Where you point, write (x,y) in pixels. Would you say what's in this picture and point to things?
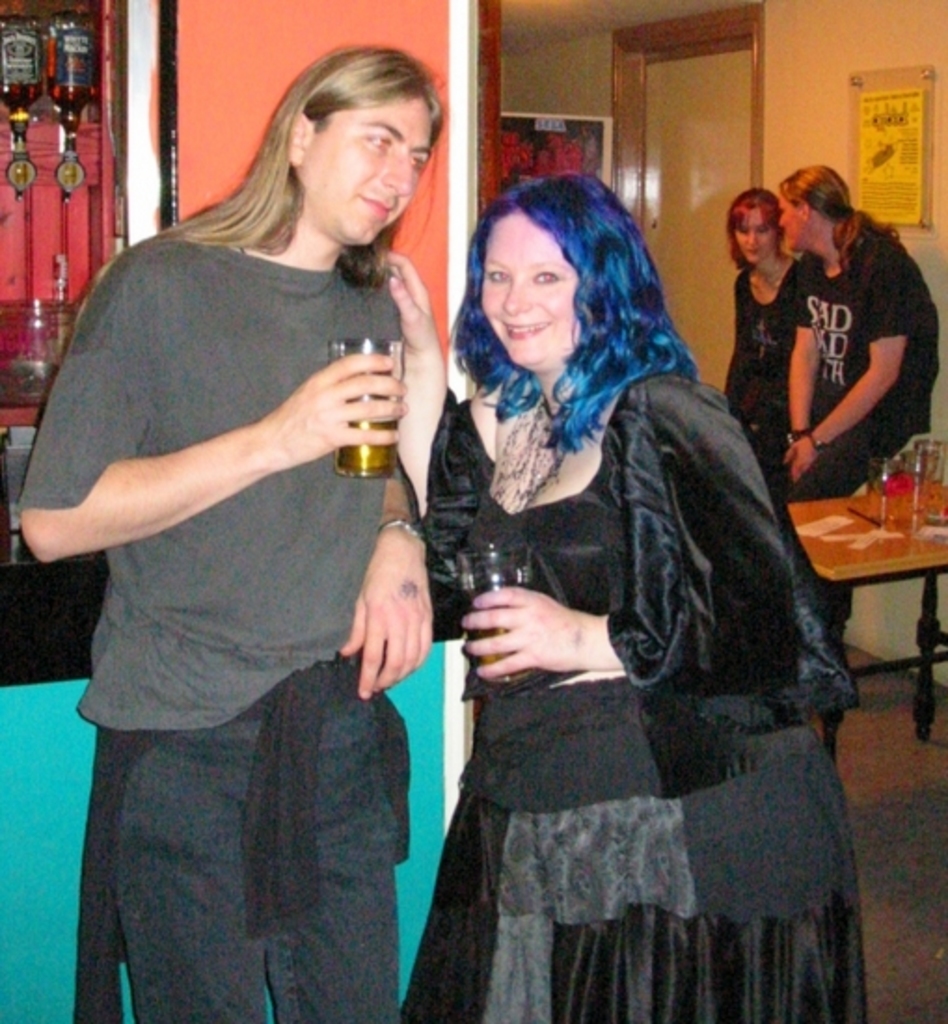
In the center of the image (362,359) we can see two people (535,372) are standing and holding the glasses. In the background of the image (236,28) we can see the wall (255,52), door (613,125), boards (913,231) on the wall (942,270), bottles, table (872,556) and two people (868,269) are standing. On the table (910,551) we can see the glasses (898,503), papers (862,533). In the bottom right corner (875,812) we can see the floor (910,898). At the top of the image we can see the roof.
